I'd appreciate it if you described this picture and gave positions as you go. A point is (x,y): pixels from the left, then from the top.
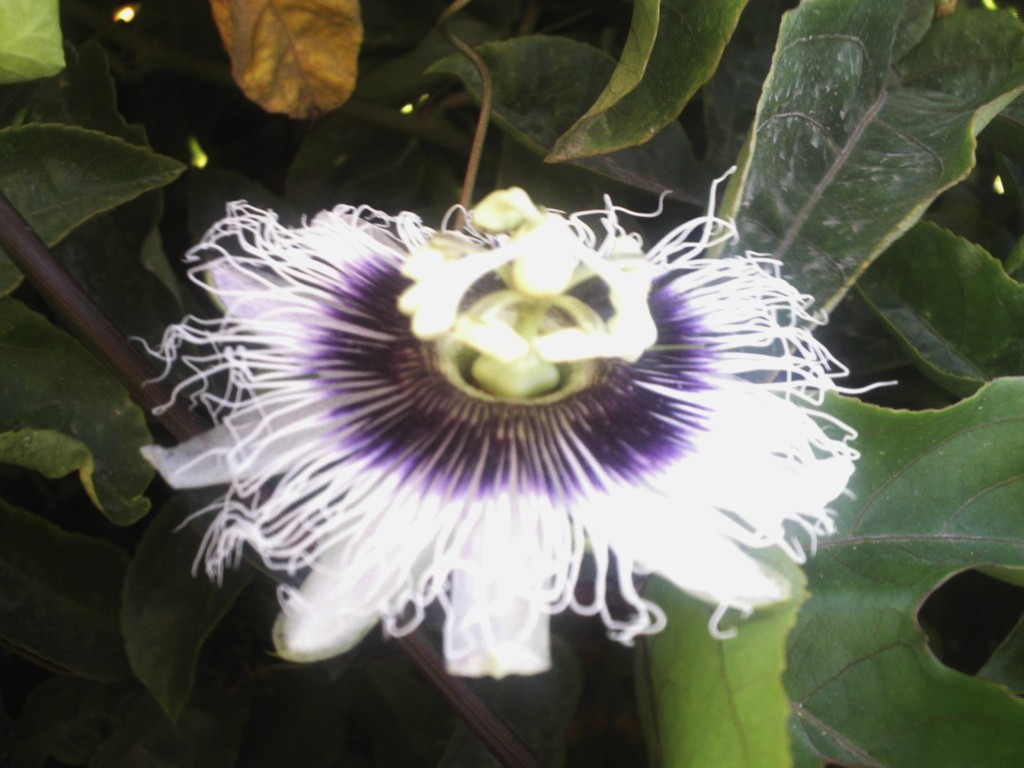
In this picture, we can see some plants (193,629), and flowers (376,534).
